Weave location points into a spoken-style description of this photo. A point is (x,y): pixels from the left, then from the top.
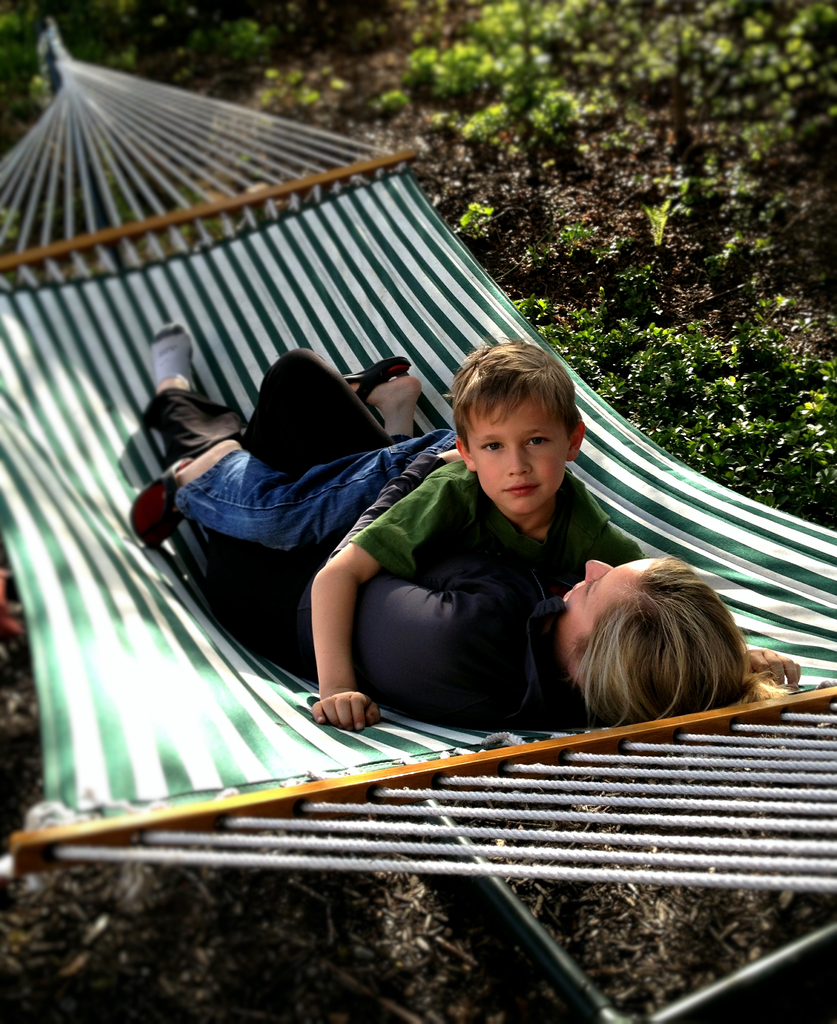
This image is clicked outside. There is a person (414,634) and a kid (329,638). This looks like a swing (336,760). There are plants (544,309) on the right side (723,438).
